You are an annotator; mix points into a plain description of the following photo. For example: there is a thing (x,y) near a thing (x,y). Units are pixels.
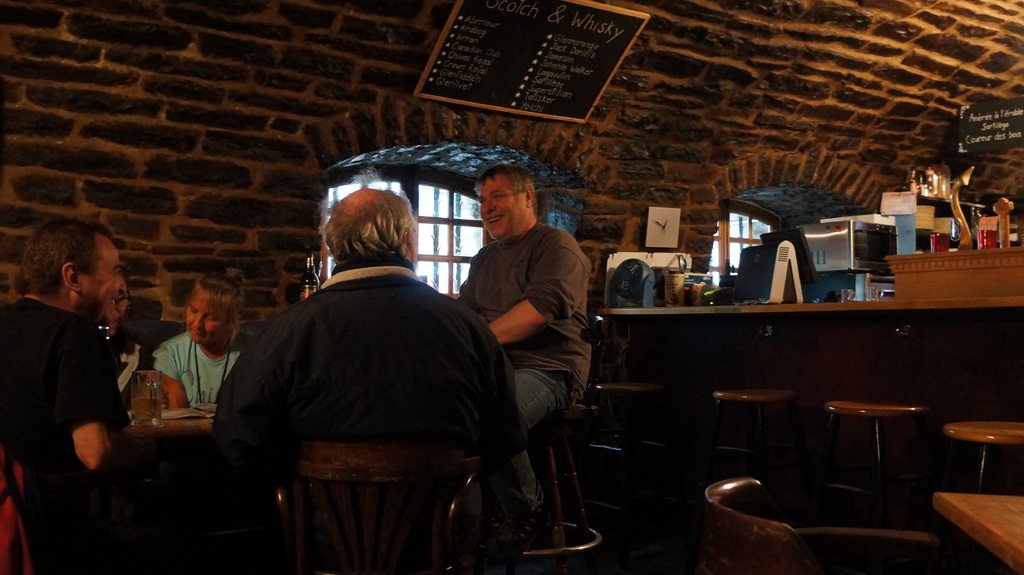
In this image I can see few people (364,275) are sitting on the left side (46,330) and on the right side of this image (886,458) I can see few empty stools (979,474). In the background (494,27) two black colour boards (464,20) on the wall (828,57), a table (921,327) and on it I can see number of stuffs (628,288). I can also see something is written on these boards (537,26) and on the bottom left side of this image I can see a glass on the table (193,423).
